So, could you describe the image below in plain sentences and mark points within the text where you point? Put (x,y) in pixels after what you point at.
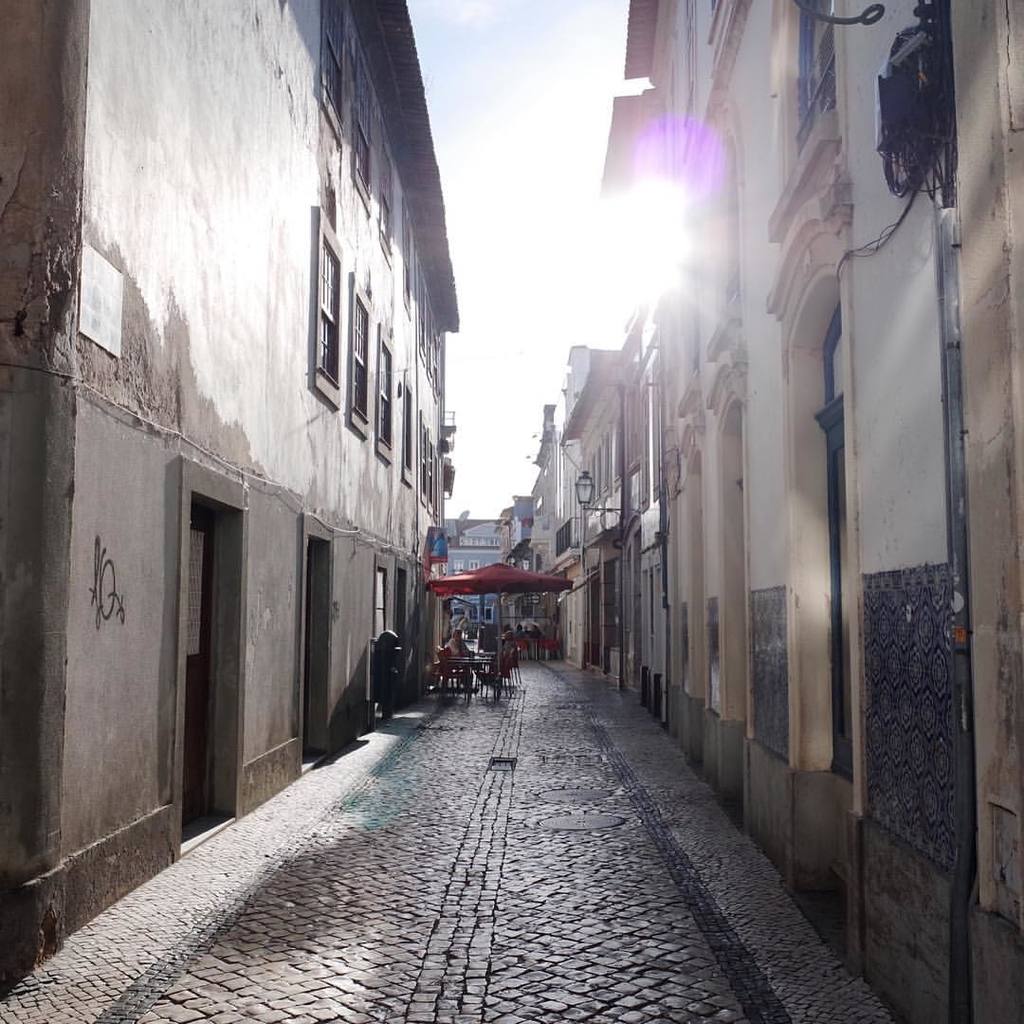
On the right (763,128) there are buildings (714,361). On the left (195,212) we can see windows (355,410), doors (316,655), building (265,622) and a person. In the center of the background (576,504) there are buildings (495,561), tables (474,659), chairs (465,673), lamp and other objects (491,584). In the foreground (428,912) it is road (421,902). At the top (505,158) it is sky (509,184). The sky (509,184) is sunny.
